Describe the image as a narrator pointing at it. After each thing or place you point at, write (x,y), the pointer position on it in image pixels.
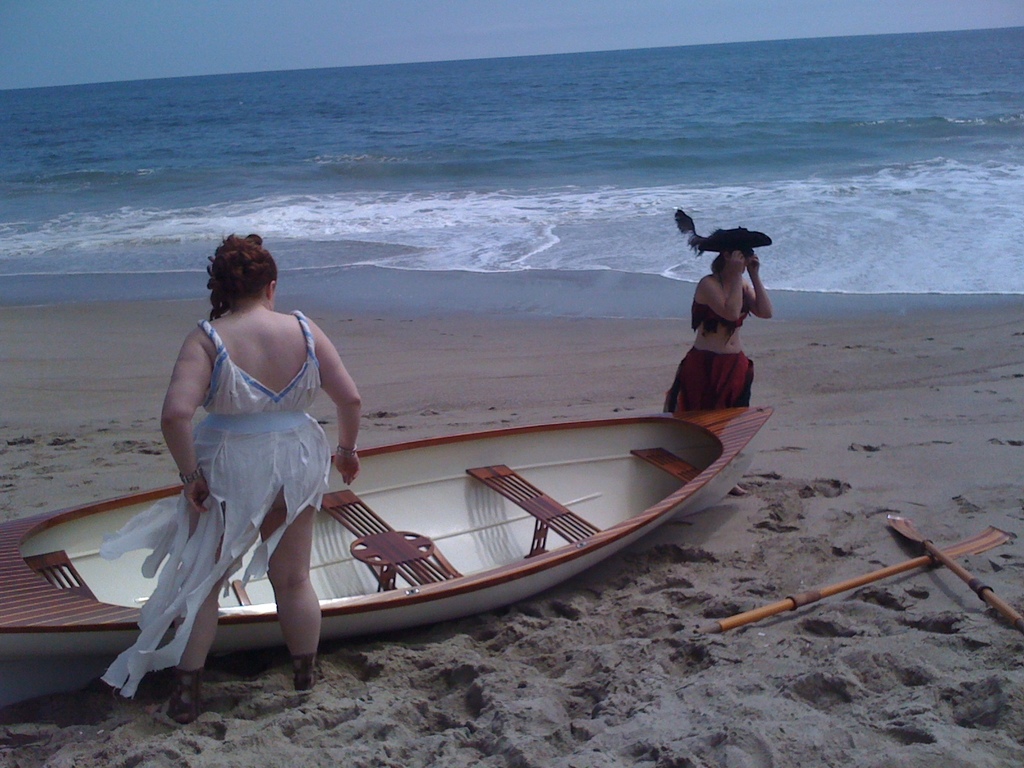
In this picture I can observe two women (292,402) standing in the beach (70,448). There is a boat (407,535) which is in white and brown color. One of them is wearing white color dress (197,554) and other is wearing red color dress (697,372). In the background (500,185) there is an ocean (361,134) and a sky (149,36).
